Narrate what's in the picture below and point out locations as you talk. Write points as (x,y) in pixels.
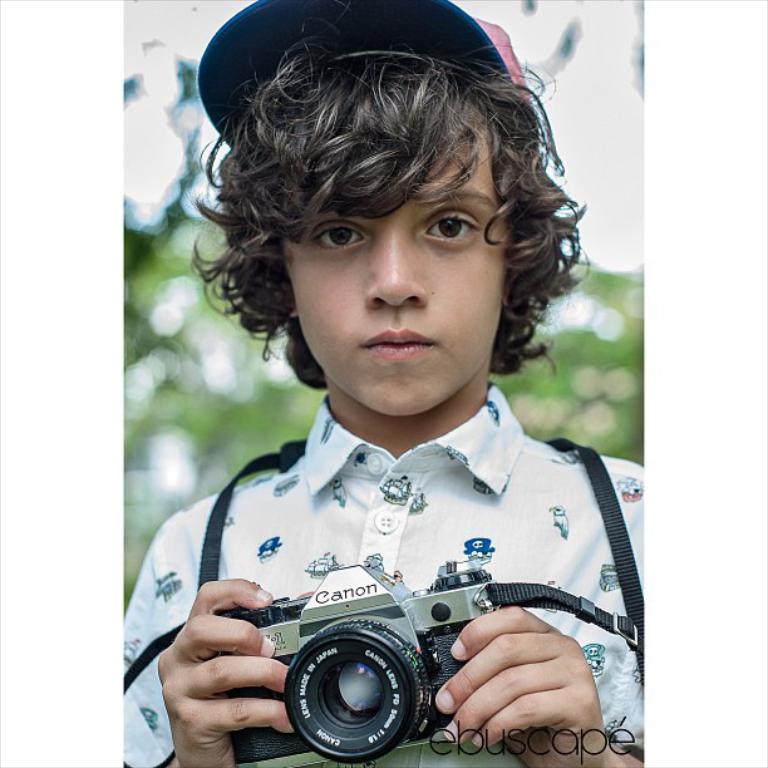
This boy (463,377) is highlighted in this picture. This boy (448,208) wore shirt (447,445), cap (477,62) and holding a camera (326,674).
